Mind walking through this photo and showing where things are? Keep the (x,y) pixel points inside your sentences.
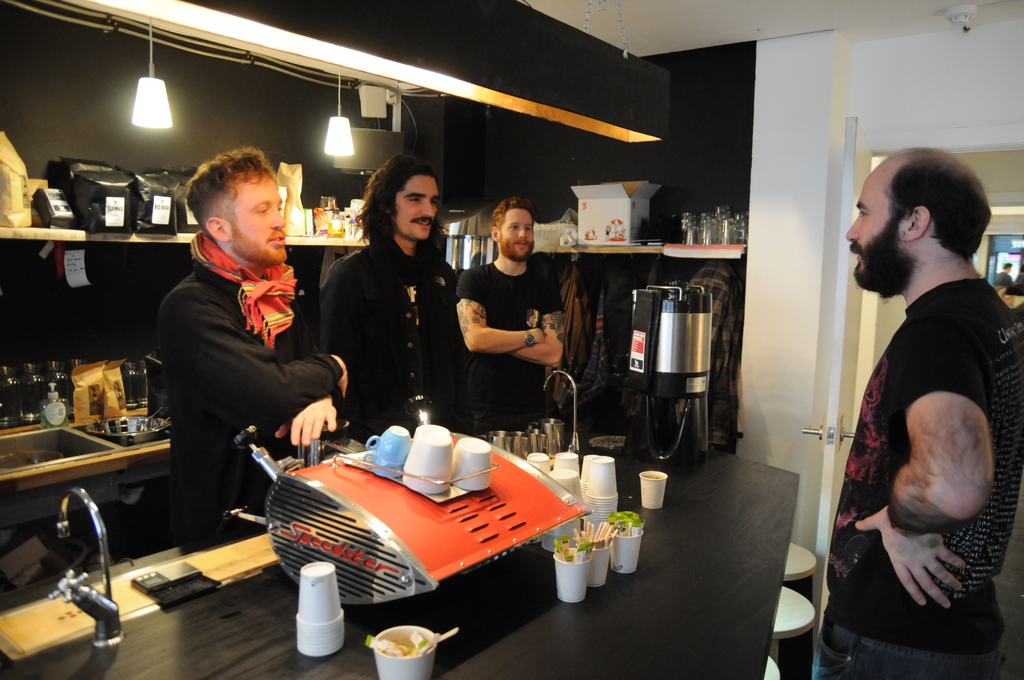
In this image I see 4 men (453,356) who are wearing black clothes (864,606) and I see that there are few things (18,167) in this rack (354,239) and I see a box (603,194) over here and I see glasses (686,215) over here and on this table (191,634) I see the white cups (473,487) and an equipment (496,488) over here and I see the tap (107,572) over here and I see the lights (158,80) and I see the white wall (789,124) and a door (817,618) over here and I see a thing (952,13) over here on this ceiling (946,24).
